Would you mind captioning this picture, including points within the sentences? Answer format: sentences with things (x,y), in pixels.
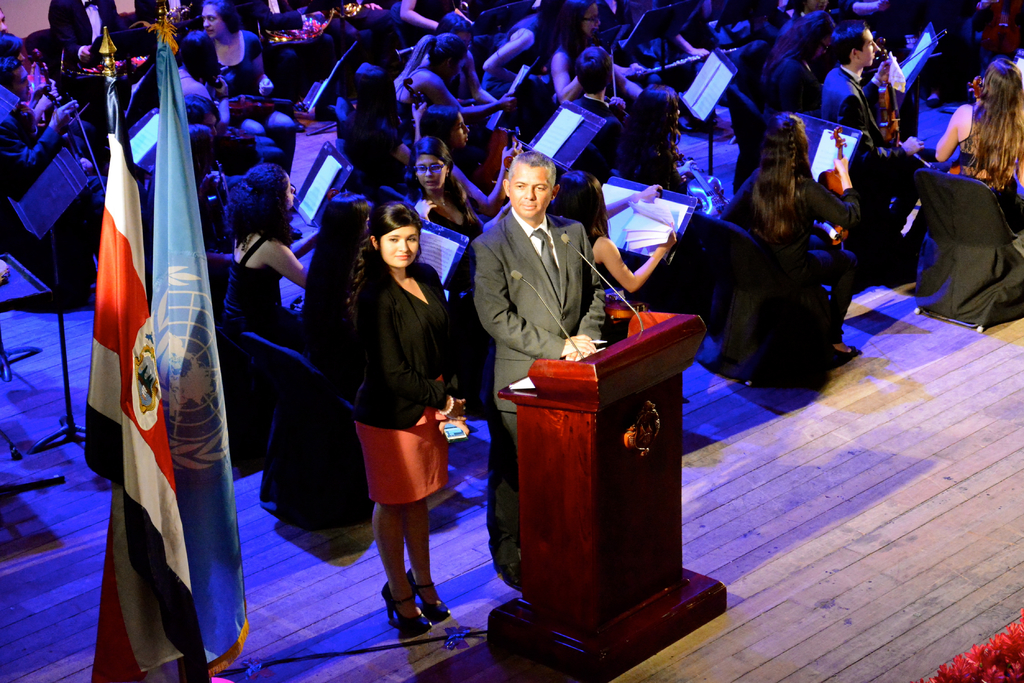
This picture is clicked inside. On the left (132,152) we can see the two flags (186,391) attached to the poles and there is a woman (439,311) wearing black color jacket (397,329), holding a mobile phone (451,431) and standing on the ground (442,570) and there is a man (533,236) wearing suit (519,253) and standing behind the wooden podium (651,470) and we can see the microphones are attached to the podium (645,420). In the background (367,62) we can see the group of persons (248,120) sitting on the chairs (753,245) and holding some musical instruments (893,111).
